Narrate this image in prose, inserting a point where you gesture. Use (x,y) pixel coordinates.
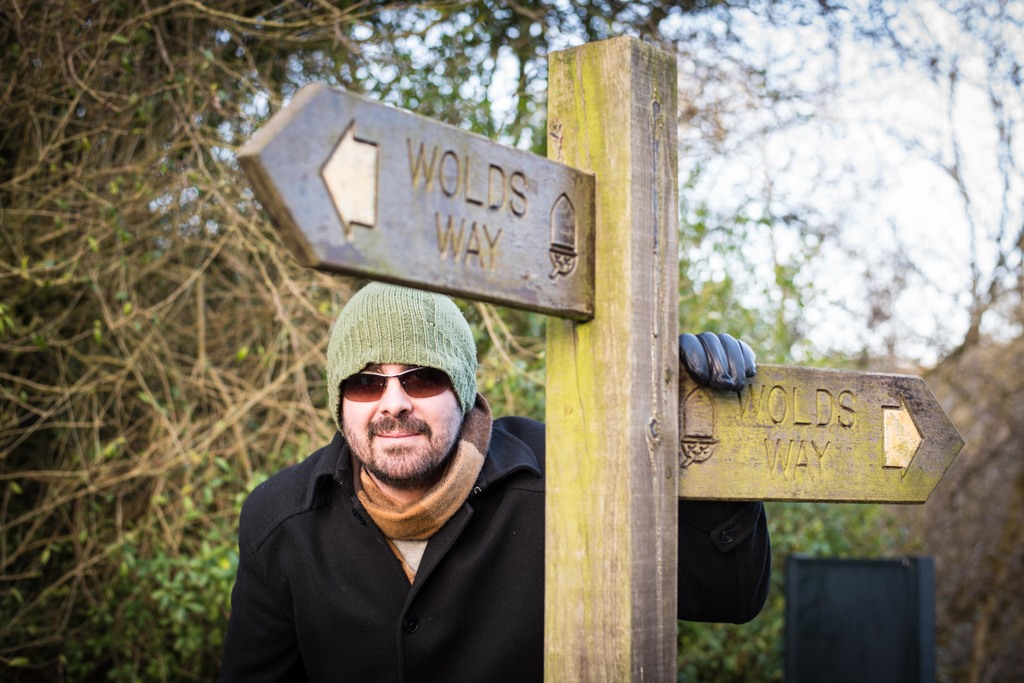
In this image we can see a person (387,381) wearing a cap (338,391) and we can also see trees (533,400) and wooden object (599,503).
